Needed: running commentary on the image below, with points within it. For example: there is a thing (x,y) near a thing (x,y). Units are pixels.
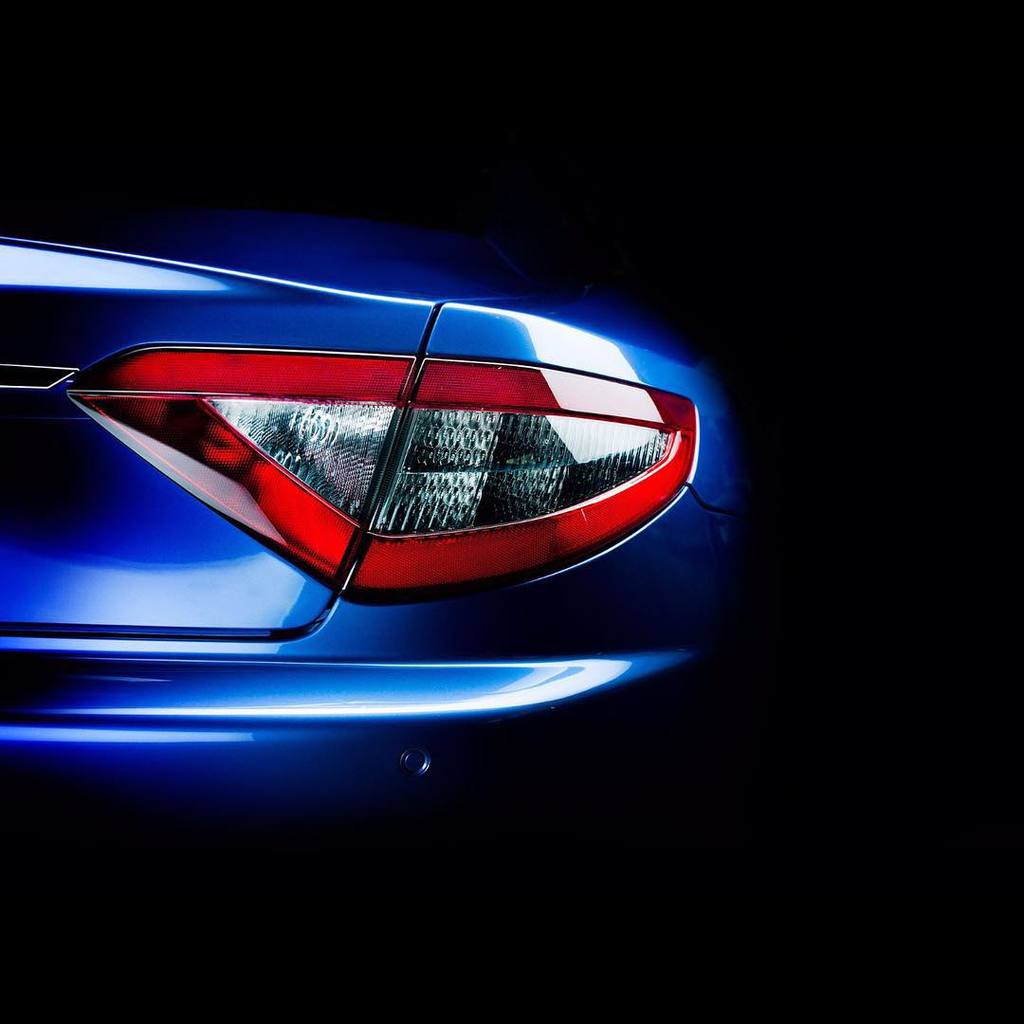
In this image there is a car (324,543) which is blue in colour.
